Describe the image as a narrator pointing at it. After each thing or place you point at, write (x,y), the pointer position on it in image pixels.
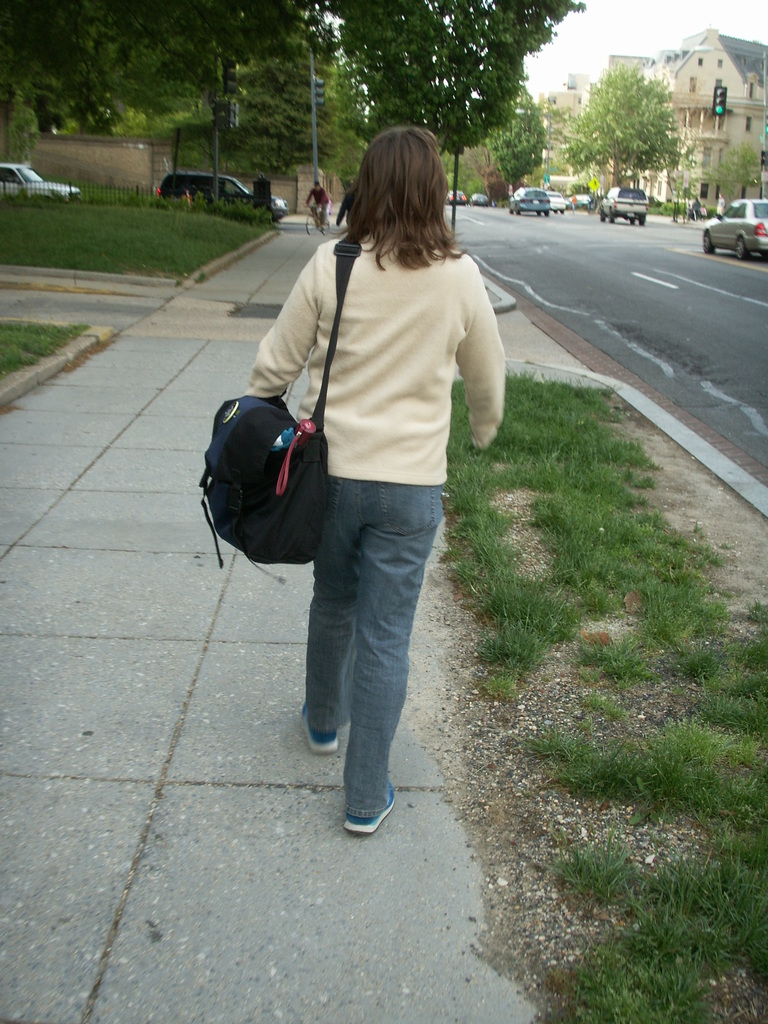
In the image we can see a person (369,437) wearing clothes (364,486), shoes (332,739) and carrying a bag (262,473). This is a grass (488,587), footpath (114,566), road (697,299), vehicles (605,216) on the road (460,237), bicycle (311,215), trees (477,121), buildings (696,91), signal pole (717,95) and a sky (585,34). We can even see a person (319,190) riding the bicycle (317,226), this is a fence (82,191).
